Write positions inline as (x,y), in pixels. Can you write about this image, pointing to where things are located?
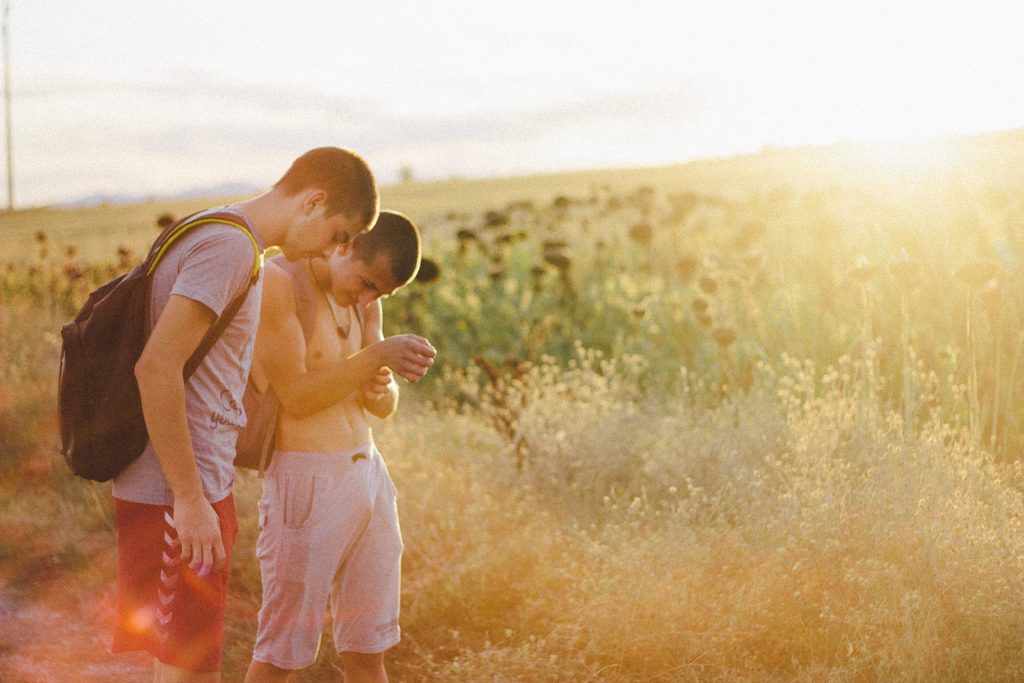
In this image I can see two men (220,312) are standing in the front (414,381) and I can see both of them are carrying bags (134,360). I can also see both of them are wearing shorts (274,508) and one of them is wearing grey colour t shirt (253,231). In the background (953,343) I can see plants (510,584), the sun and the sky (300,108). I can also see this image is little bit blurry in the background (275,111).
